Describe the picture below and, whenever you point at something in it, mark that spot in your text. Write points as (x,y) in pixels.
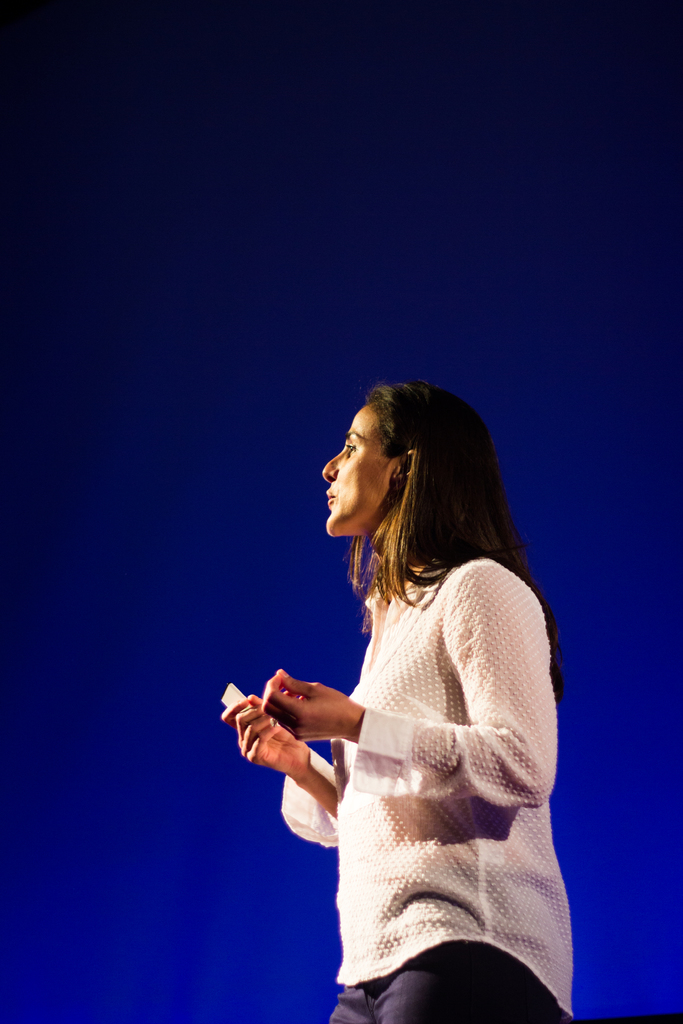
In this picture I can see a woman (264,688) is speaking, she is wearing a t-shirt (447,723).
